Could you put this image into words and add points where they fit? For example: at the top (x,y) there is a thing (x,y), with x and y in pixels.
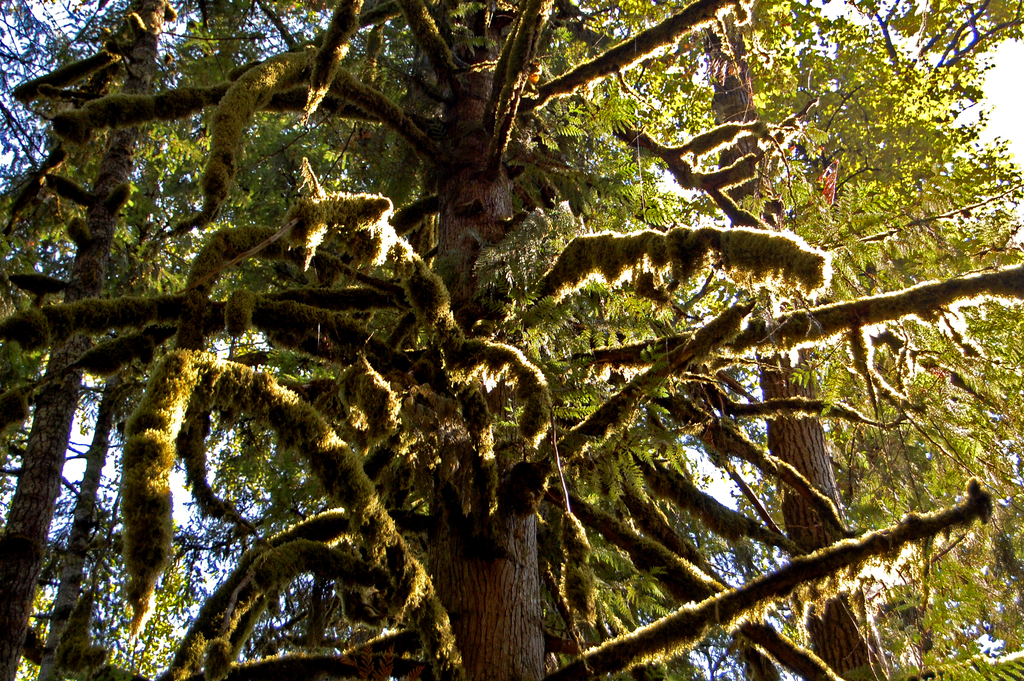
In this picture I can see trees (35,487), and in the background (1014,107) there is sky (1014,107).
